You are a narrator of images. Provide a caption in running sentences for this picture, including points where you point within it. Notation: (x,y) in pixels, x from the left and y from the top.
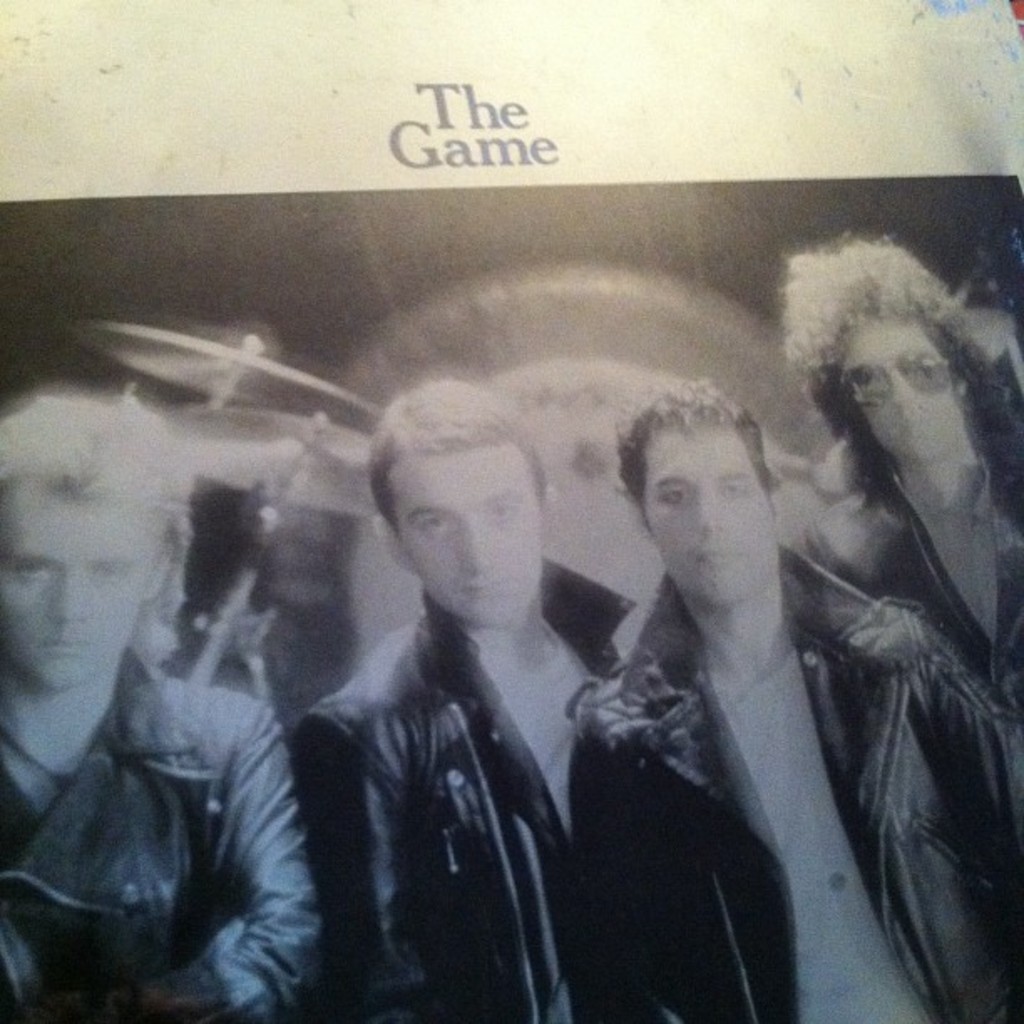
In the picture we can see a card (127,771) on it we can see four people images (905,344) with jackets (394,743) and behind them we can see drums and on the top of it we can see a name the game.
